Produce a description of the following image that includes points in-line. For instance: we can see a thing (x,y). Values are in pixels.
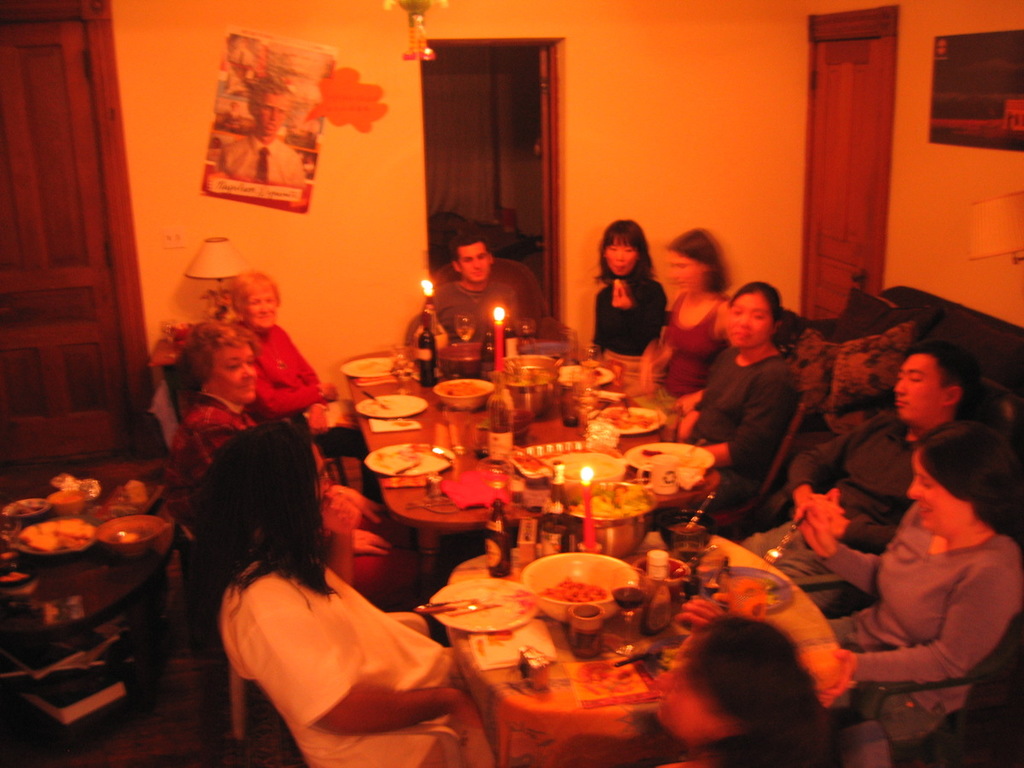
The picture is inside a room (657,273). There are many people (275,518) sitting on chair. There are tables (419,505) in the room (423,513). On the tables (540,618) there are foods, bottles (563,529), cup (588,629), candle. There is a sofa (979,330) on the right side (973,324). Beside it there is a door (843,191). In the background (487,142) there is a door (459,133) and a poster (290,134). On the top left (85,228) there is another door (81,240).
